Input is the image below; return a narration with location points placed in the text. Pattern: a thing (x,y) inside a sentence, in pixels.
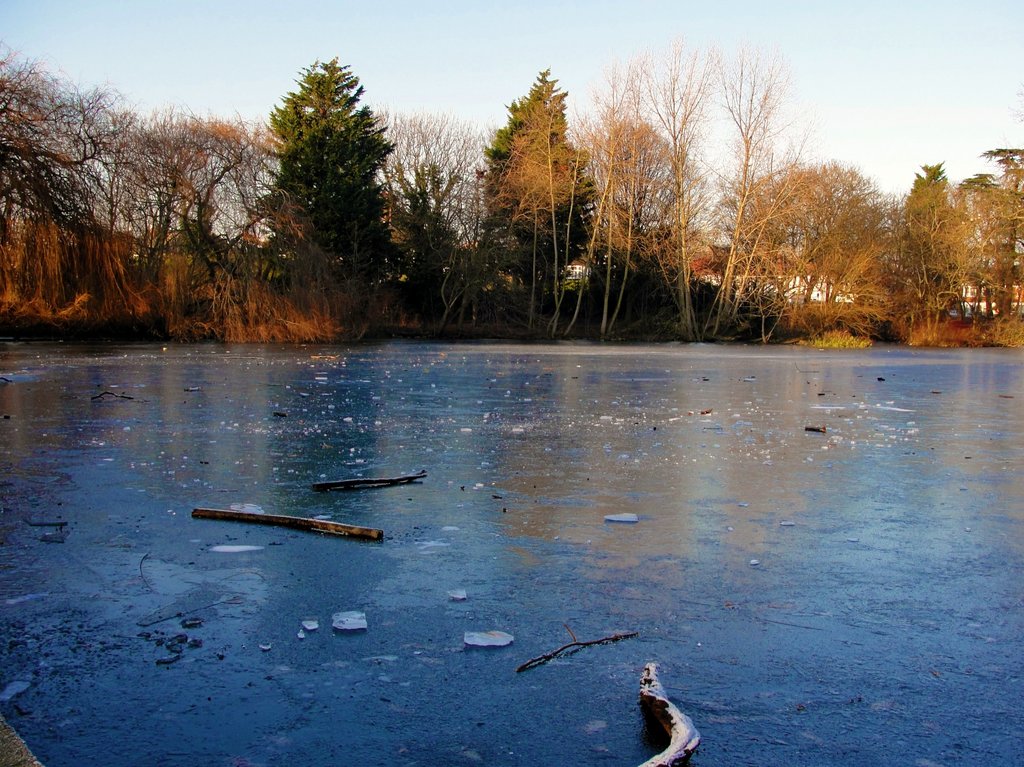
We can see wooden sticks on the surface (552,435). In the background (666,246) we can see trees (666,246), houses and sky (555,58).
